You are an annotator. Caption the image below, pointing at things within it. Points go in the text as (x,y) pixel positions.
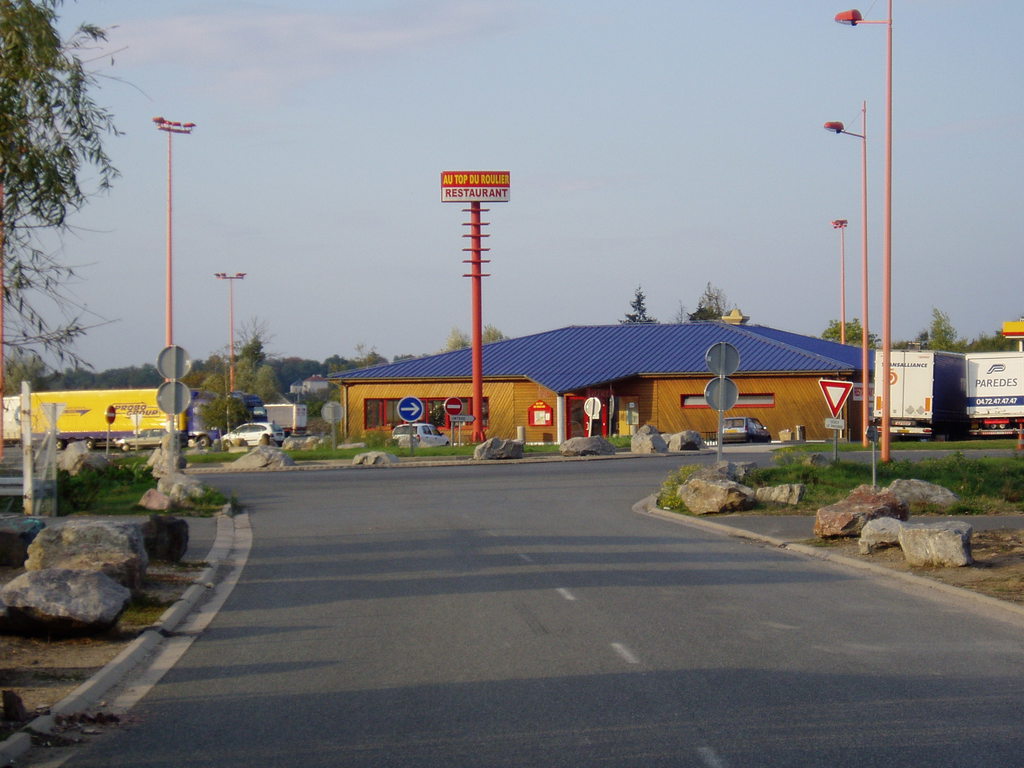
In this image I can see the road (413,628), few rocks (79,613), few trees (18,94), some grass (812,497), few poles (863,352), few lights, few boards (459,407) and few buildings (553,406). In the background (453,315) I can see the sky (333,93).
